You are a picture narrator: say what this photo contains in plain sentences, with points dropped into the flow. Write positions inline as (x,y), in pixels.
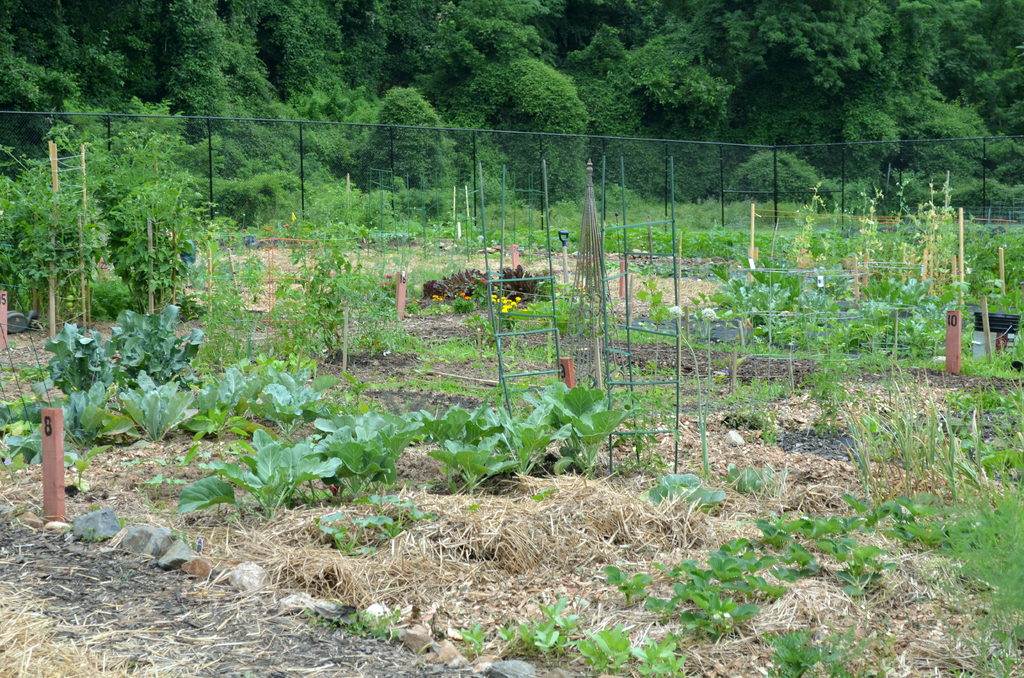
In this image I can see plants (786,332), yellow grass (391,553), fencing (542,154), number of trees (471,119), few poles (964,285) and I can see few other things (585,258) on ground (561,265). I can also see few numbers (47,417) are written on these poles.
